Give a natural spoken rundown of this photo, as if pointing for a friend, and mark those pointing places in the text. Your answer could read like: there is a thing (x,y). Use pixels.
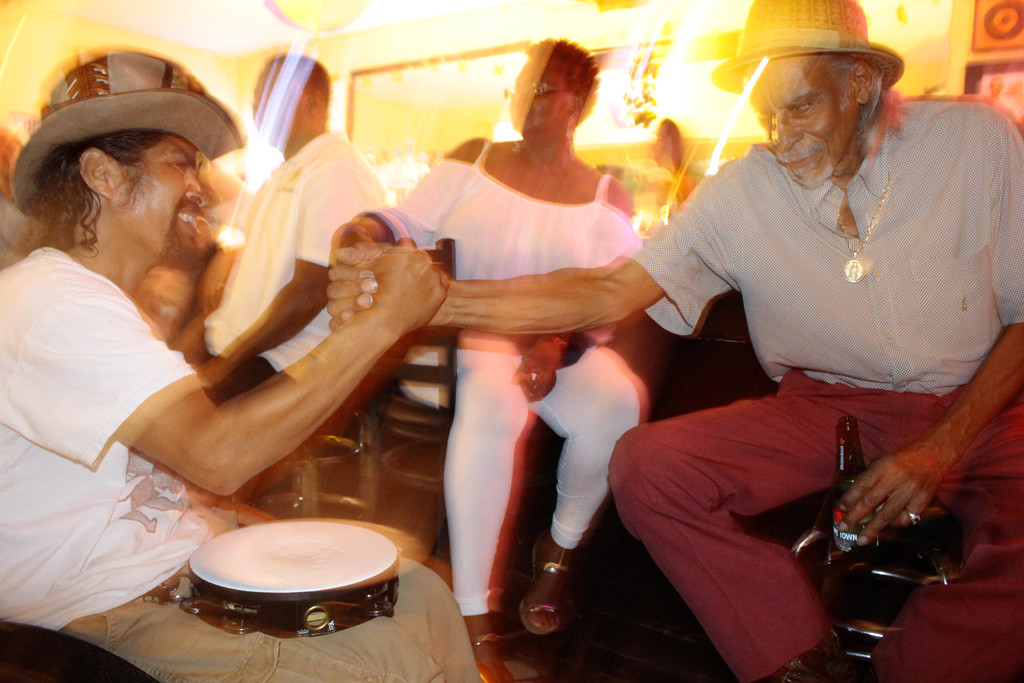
As we can see in the image there are few people (316,382) sitting. The person (917,393) on the right (922,182) is wearing a hat (801,16) and holding bottle (857,454). There is a musical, drums (294,588) and chairs (929,582). In the background (360,118) there is a mirror (380,115) and lights (735,1).
